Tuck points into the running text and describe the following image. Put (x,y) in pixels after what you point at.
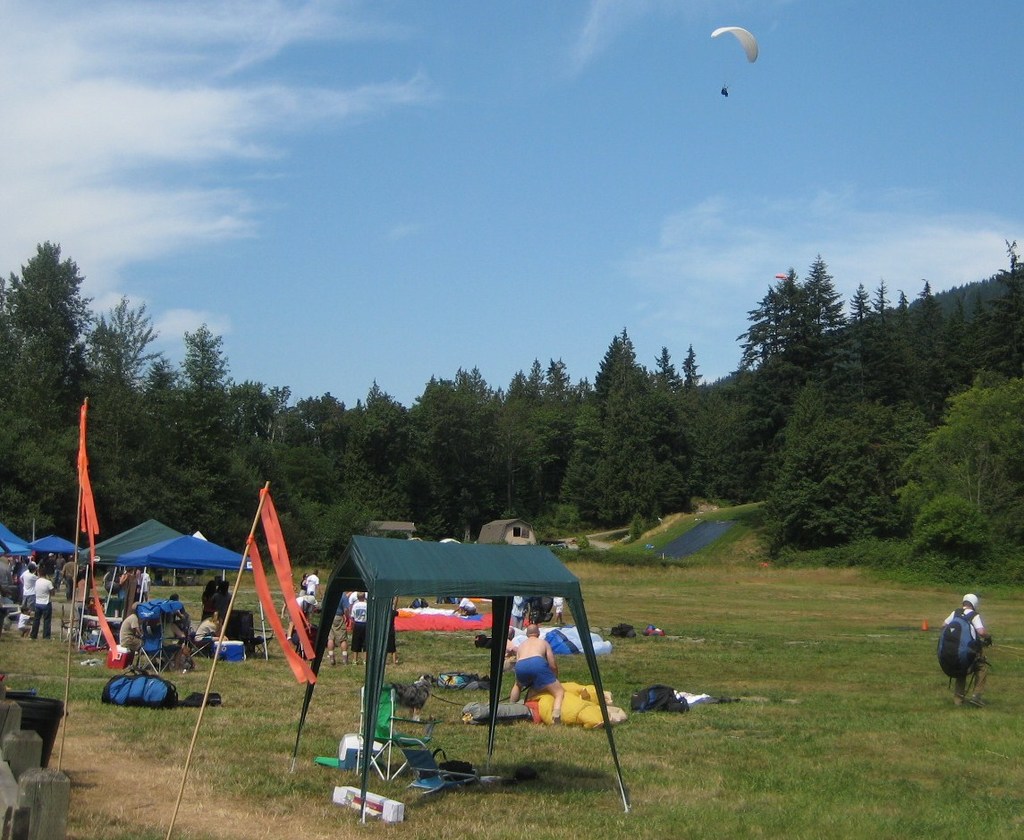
This picture shows trees (972,376) and a blue cloudy sky (570,208) and we see a human (726,88) flying with the help of a parachute (722,30) and we see few tents (189,554) and few bags (448,684) and clothes (576,700) on the ground (797,817). We see a chair (391,707) and we see few people (187,639) standing and a man (981,649) wore a bag (955,670) on his back (973,616).
